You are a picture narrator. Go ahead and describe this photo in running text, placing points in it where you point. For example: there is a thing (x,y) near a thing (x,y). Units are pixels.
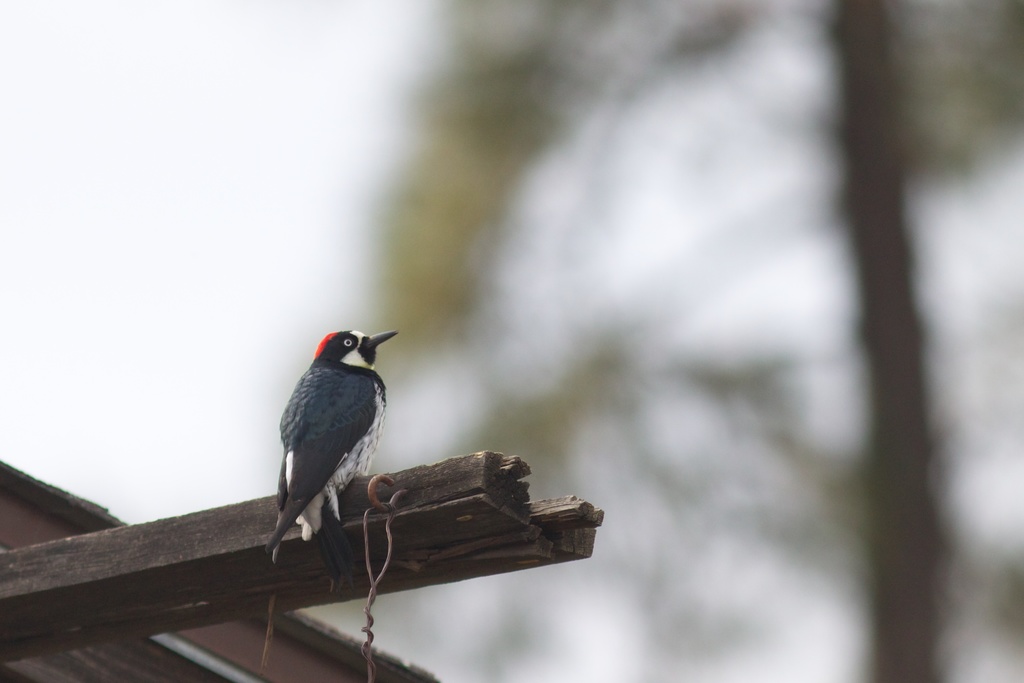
In this image there is a bird (309,494) on the wooden stick (228,561).
